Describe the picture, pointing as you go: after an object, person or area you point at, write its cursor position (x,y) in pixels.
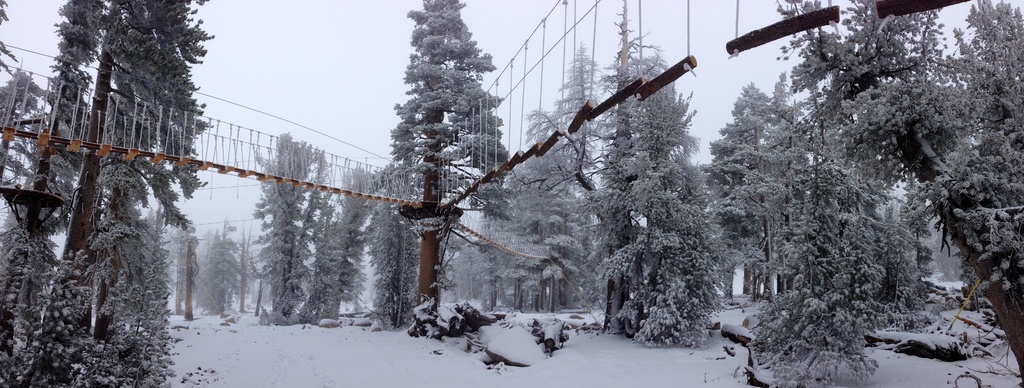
In this image I can see there are trees (748,213), the sky (606,29) visible, on the tree (137,131) I can see a bridge (391,185) attached, there is a snow fall (558,350) on land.
